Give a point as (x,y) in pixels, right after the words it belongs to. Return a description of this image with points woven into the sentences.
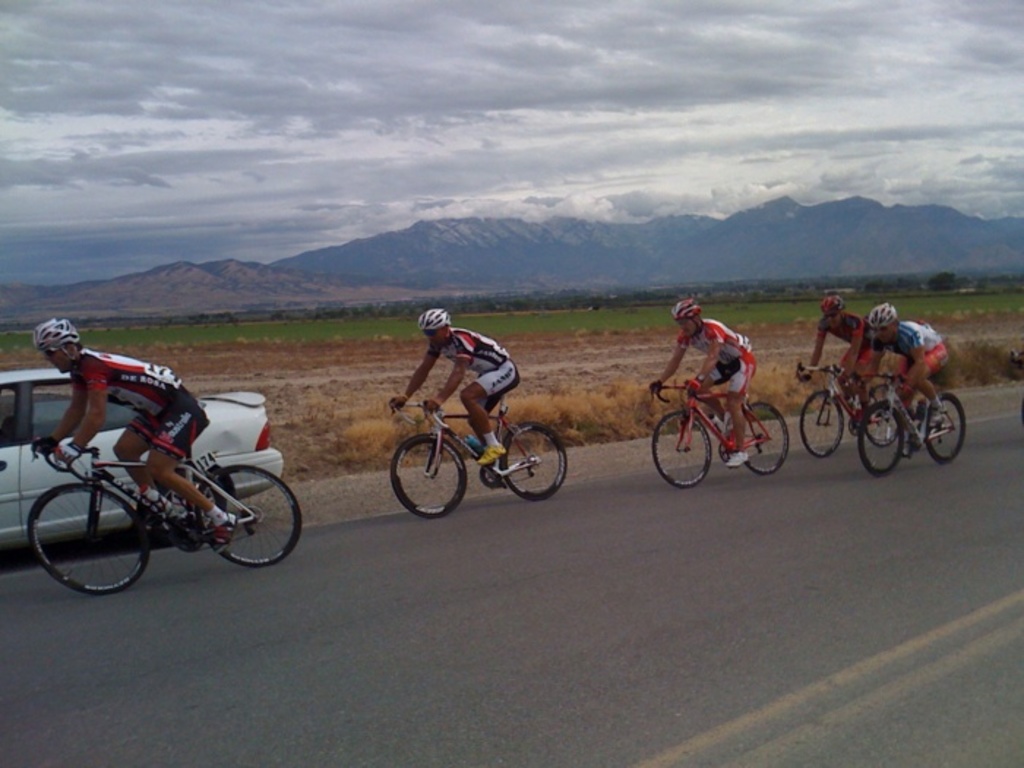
In this picture we can see a car (0,407) and five men (183,398) wore helmets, shoes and riding bicycles (898,404) on the road (281,578), grass (706,309), mountains (633,230) and in the background (881,87) we can see the sky (559,213) with clouds (715,86).
